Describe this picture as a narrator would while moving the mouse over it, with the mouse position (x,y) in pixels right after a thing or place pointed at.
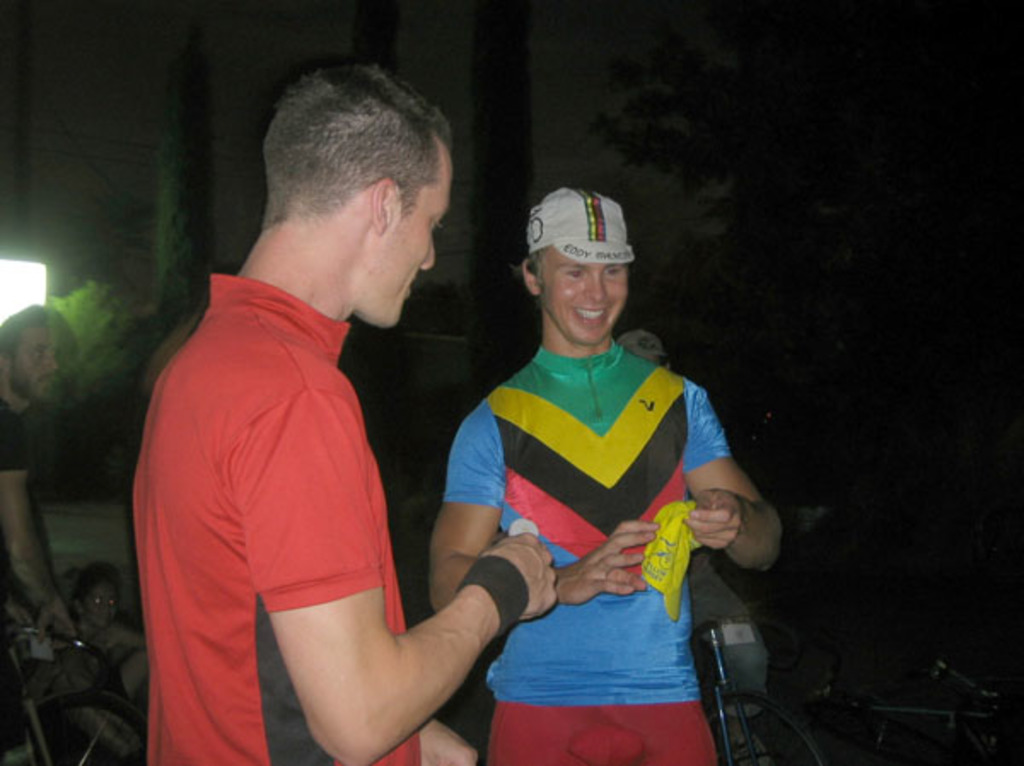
In front of the picture, we see two men (518,626) are standing. Both of them are smiling. The man (550,467) in the middle of the picture (609,464) is holding a yellow color cloth (678,543) in his hand (722,508). Beside that, we see a bicycle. On the left side (19,525), we see a man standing near the bicycle (99,682). Beside that, we see a plant (88,338) or a tree (100,325). In the background (706,239), it is black in color and this picture is clicked in the dark.
